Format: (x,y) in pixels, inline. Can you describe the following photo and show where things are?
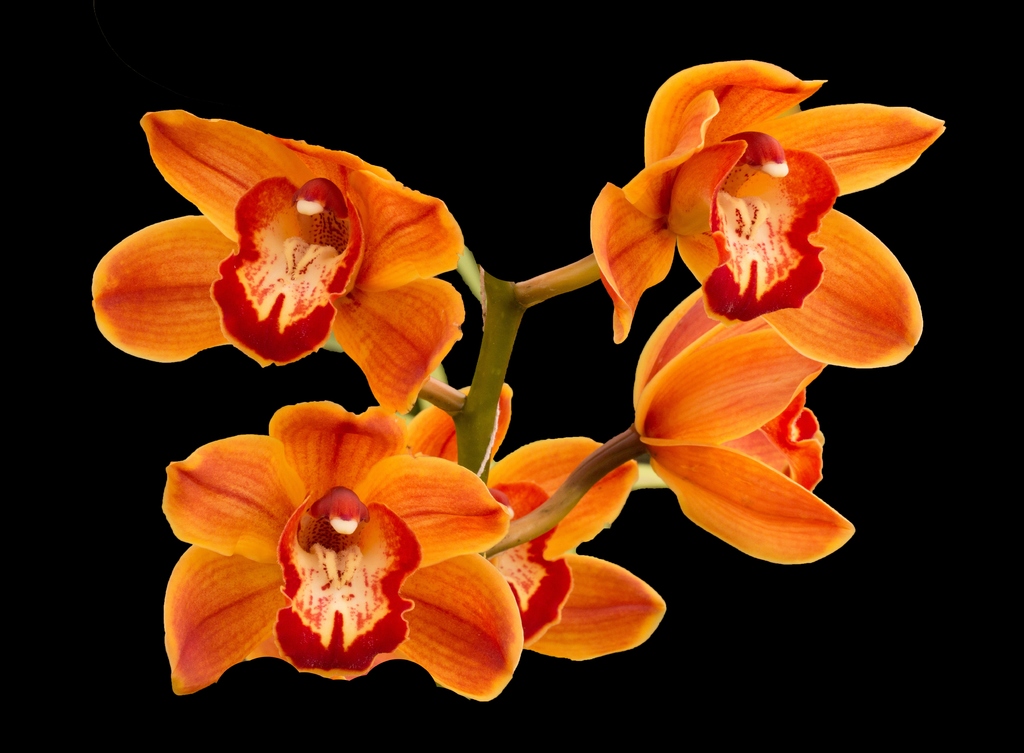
In the picture I can see the flowering plant (749,385).
